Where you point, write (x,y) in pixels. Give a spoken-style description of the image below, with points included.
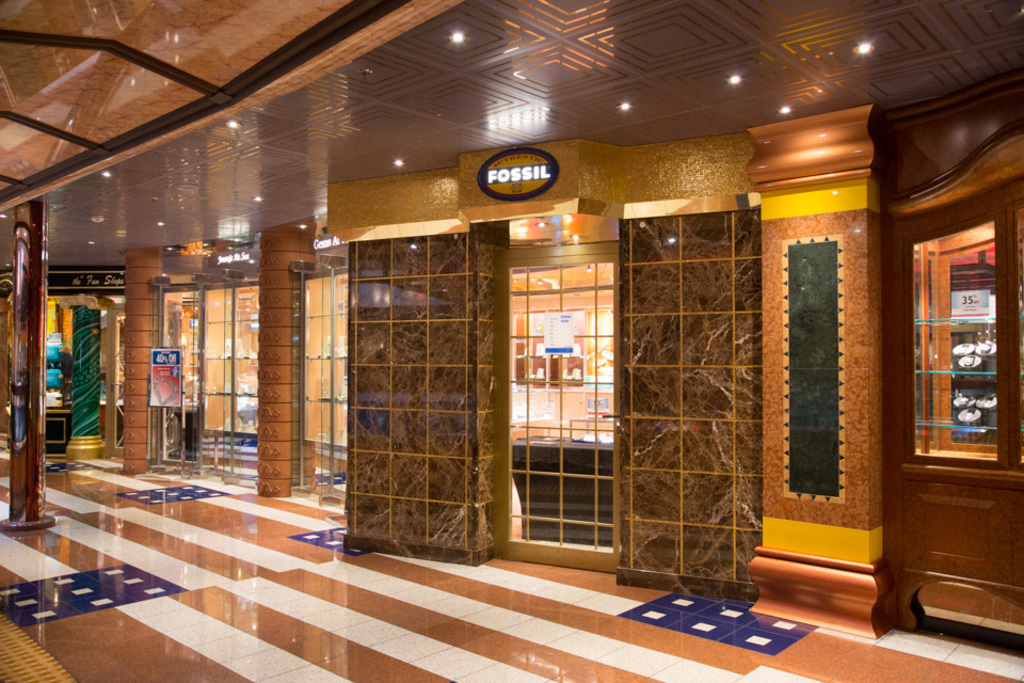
This image is clicked inside a building (292,346). In the middle (465,319) there are pillars (469,438), posters (162,375), doors (537,412), grills (519,410), text (526,168), lighting's (522,230), shelves (958,455) and floor (79,584).
